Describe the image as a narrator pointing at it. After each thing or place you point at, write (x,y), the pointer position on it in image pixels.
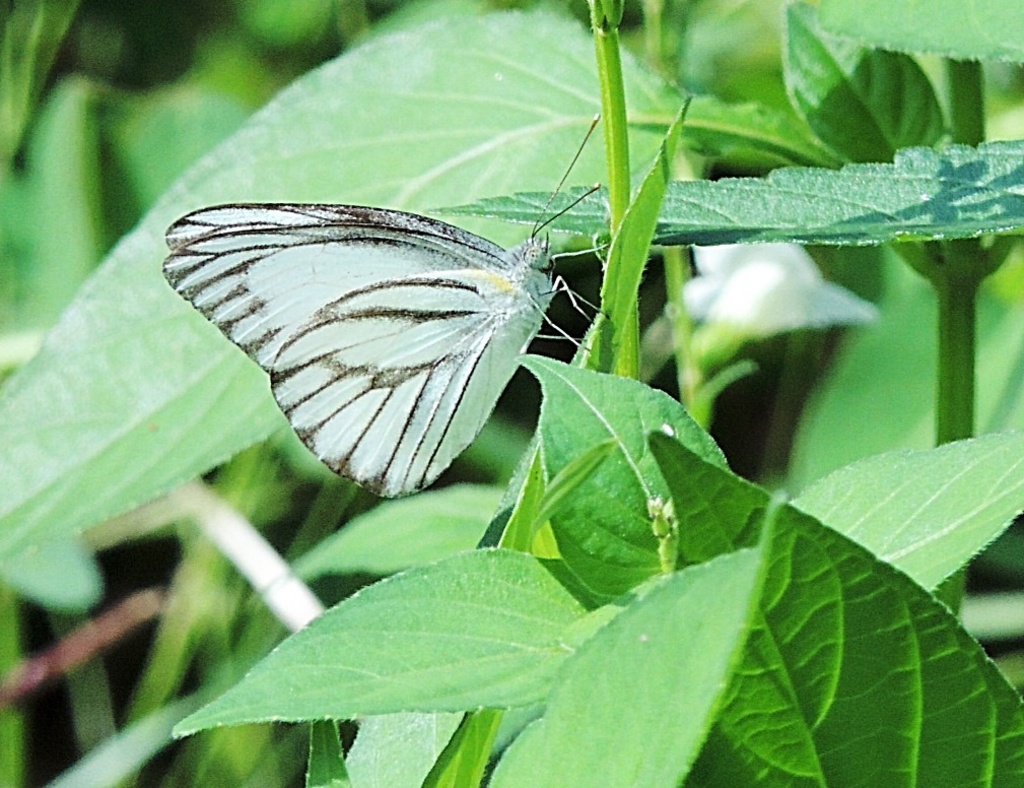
In this image we can see a butterfly (371,340) which is on stem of a plant (757,223) and in the background of the image (748,276) there is a flower (719,297) which is in white color and we can see some leaves (62,557).
